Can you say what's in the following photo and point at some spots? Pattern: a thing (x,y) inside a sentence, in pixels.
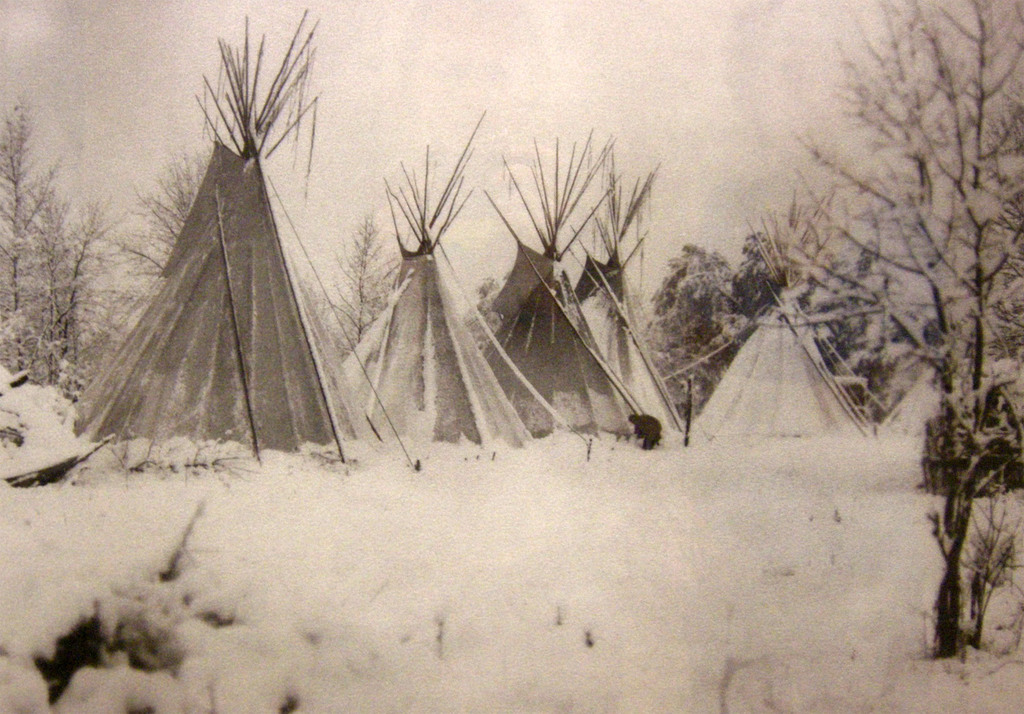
In this image we can see a black and white image. In this image we can see tents (818,353), trees (48,353) and other objects (691,412). In the background of the image (552,165) there is a white background (438,149). At the bottom of the image (518,602) there is a white surface (677,583).
